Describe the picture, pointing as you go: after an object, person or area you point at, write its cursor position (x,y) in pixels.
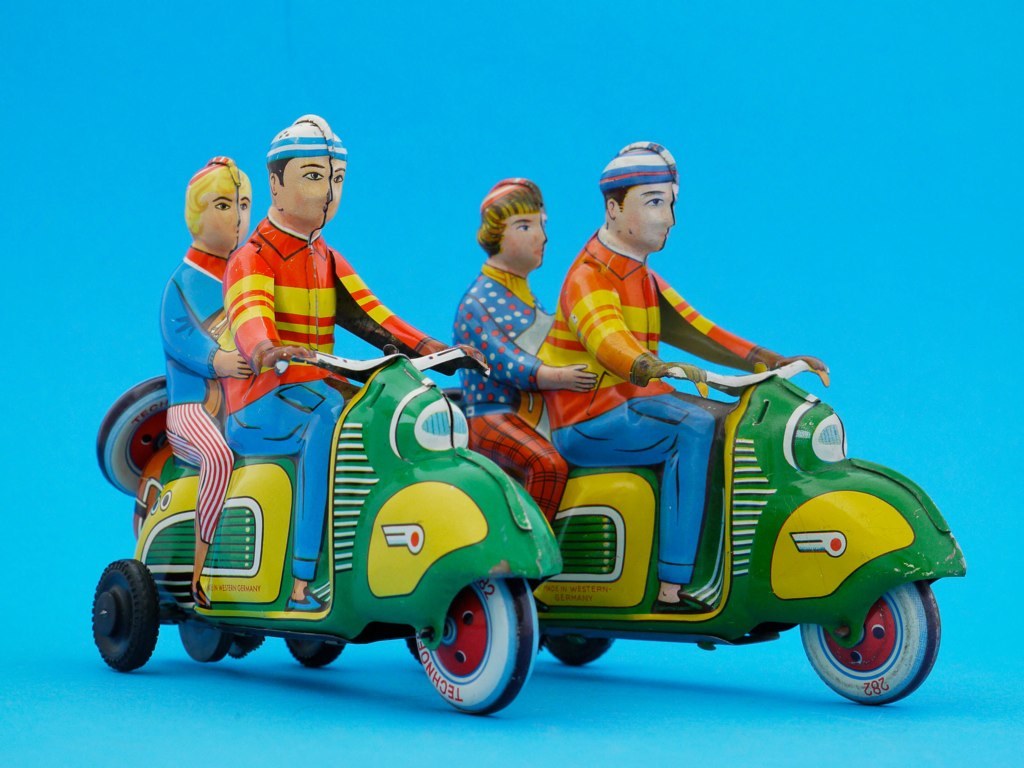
In this picture we can see two men (606,304) riding scooters (367,438) and two people (167,330) sitting at the back of them.
